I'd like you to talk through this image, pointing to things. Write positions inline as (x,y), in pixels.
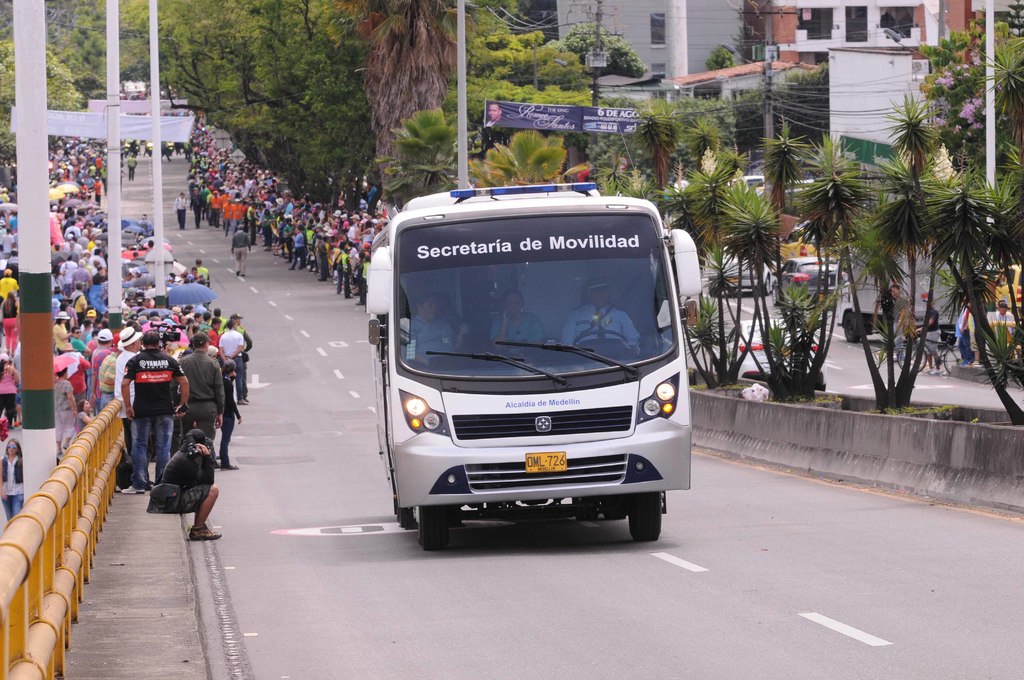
In this picture we can see the people (358,223) and the trees (983,115). Few people (222,211) are walking and few (229,206) are standing. We can see umbrellas (196,300). On the right side of the picture (711,40) we can see a building (882,38), windows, poles (989,102), banner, vehicles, person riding a bicycle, people (972,339) and boards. On the left side of the picture (49,353) we can see the railing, poles (159,175). In the middle portion of the picture (645,342) we can see the bus (691,258) and through glass (632,342) we can see the people (440,346).
